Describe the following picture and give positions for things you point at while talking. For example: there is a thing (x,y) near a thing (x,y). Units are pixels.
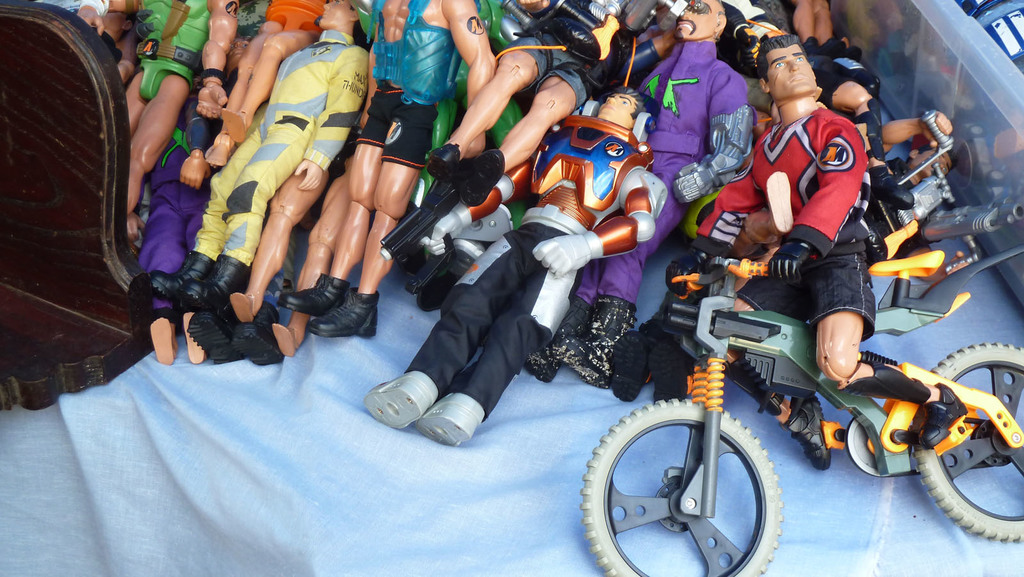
In this picture there are toys (618,222) on a cloth (435,480). On the left (57,84) there is an object (60,159). On the right (972,44) there is an object (944,43).
